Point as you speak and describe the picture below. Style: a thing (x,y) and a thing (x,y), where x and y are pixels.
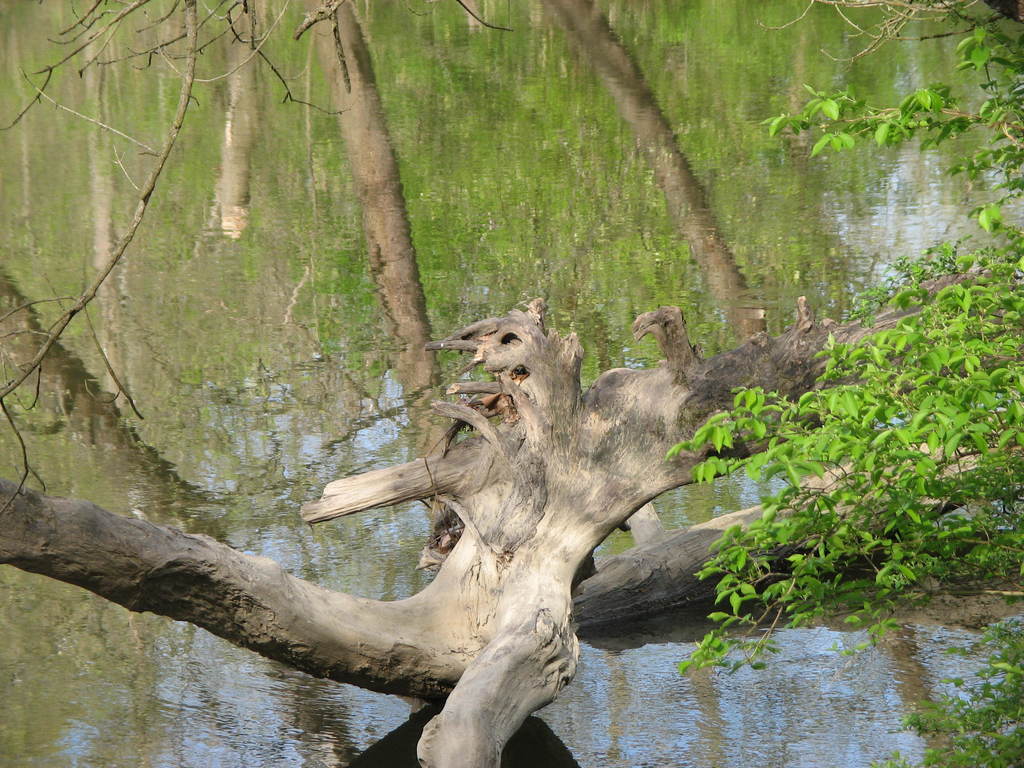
In the foreground of this image (402,611), there is a trunk (498,446) of a tree (402,611) and on the right (944,463) there is a tree (945,463). In the background (587,169), there is water (476,98) and reflection (514,75) of trees (472,83) in it.
